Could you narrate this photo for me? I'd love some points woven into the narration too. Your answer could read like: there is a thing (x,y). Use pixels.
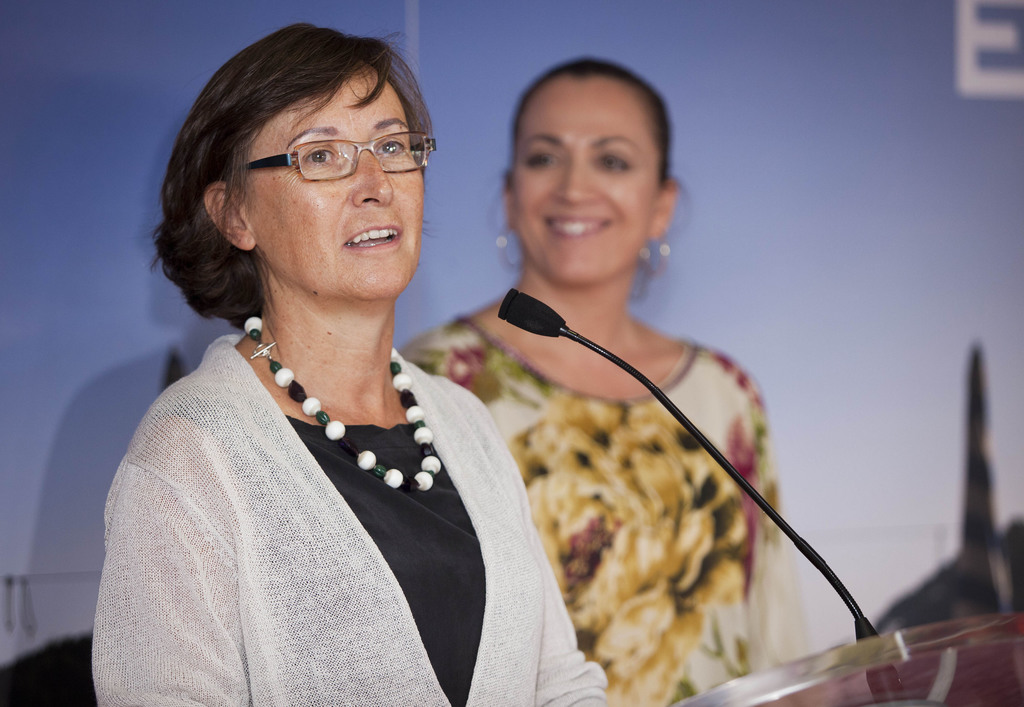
In this picture we can see two women (695,516), among them one woman (544,706) is standing in front of mike (859,621) and talking.
